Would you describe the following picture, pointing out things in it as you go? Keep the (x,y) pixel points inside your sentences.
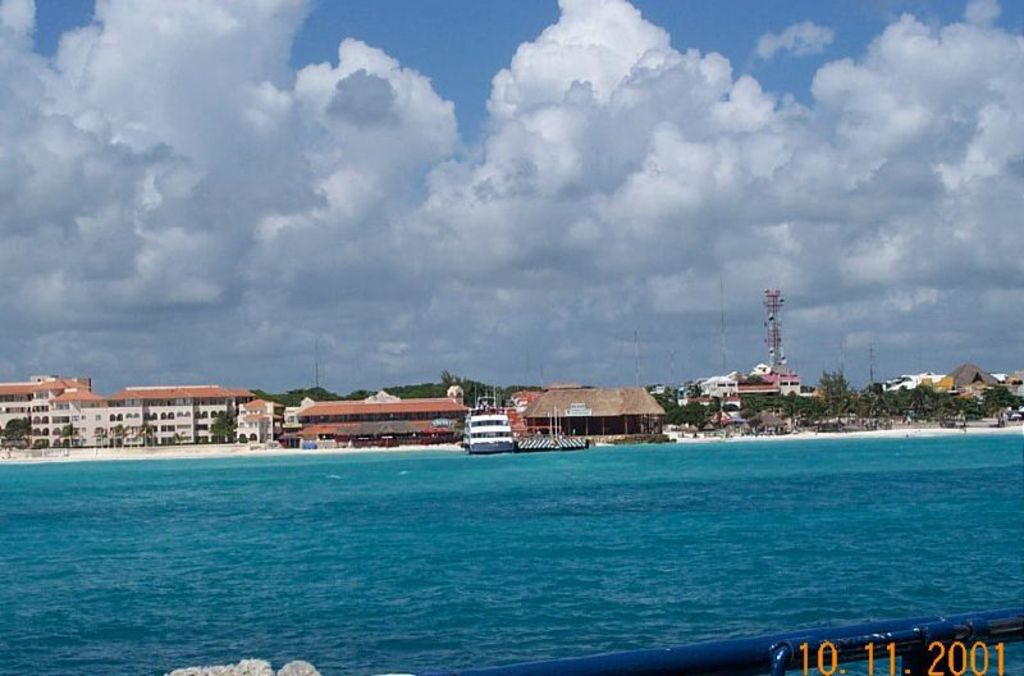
We can see water (802,569) and rod (850,626), in the bottom right of the image (814,658) we can see date (801,649). In the background (1000,418) we can see buildings (726,376), trees (786,400) and sky (753,280) with clouds (242,168).
